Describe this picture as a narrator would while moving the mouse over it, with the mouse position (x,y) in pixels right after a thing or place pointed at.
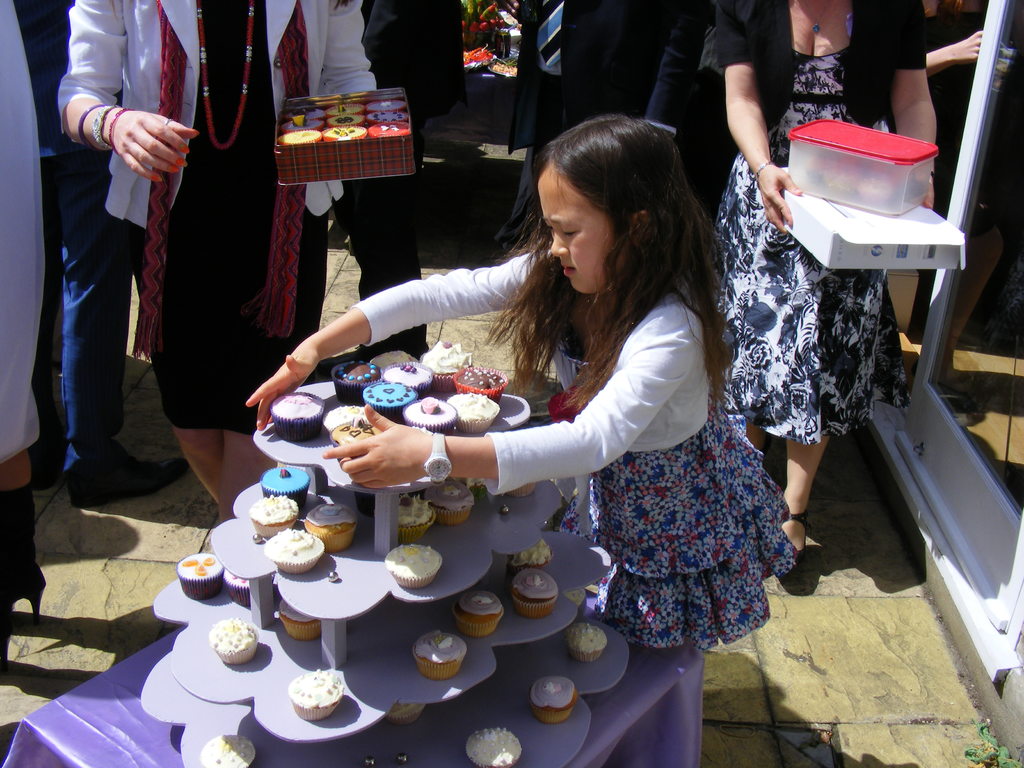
In the picture I can see a girl (613,479) standing here and here I can see cupcakes (225,629) are placed on the table (365,601). In the background (19,147), I can see a few more people (68,167) standing.
